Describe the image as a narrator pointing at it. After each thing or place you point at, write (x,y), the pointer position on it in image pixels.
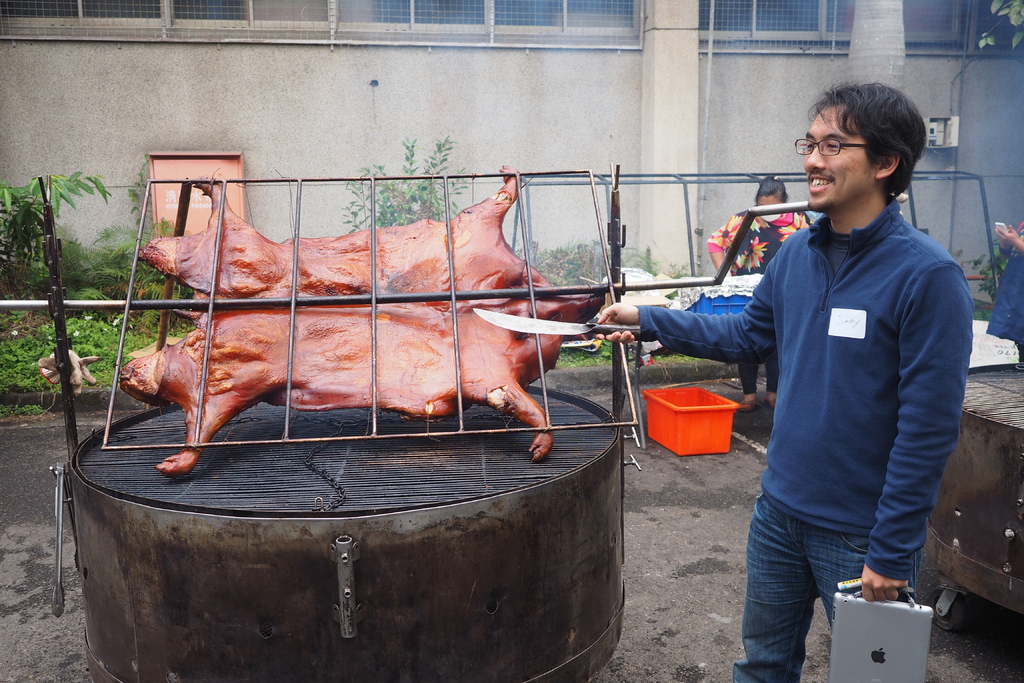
In the image we can see there are people (922,279) standing, wearing clothes (919,299) and this man (831,302) is wearing spectacles (809,152) and holding a device (853,647) in one hand (867,587) and on the other hand (613,318) there is a knife (558,325). We can see food item (447,307) and grill fence (383,479). We can see the road (664,527), grass (82,338), plant (40,201), wall (516,103), fence (446,17) and windows (551,19).
